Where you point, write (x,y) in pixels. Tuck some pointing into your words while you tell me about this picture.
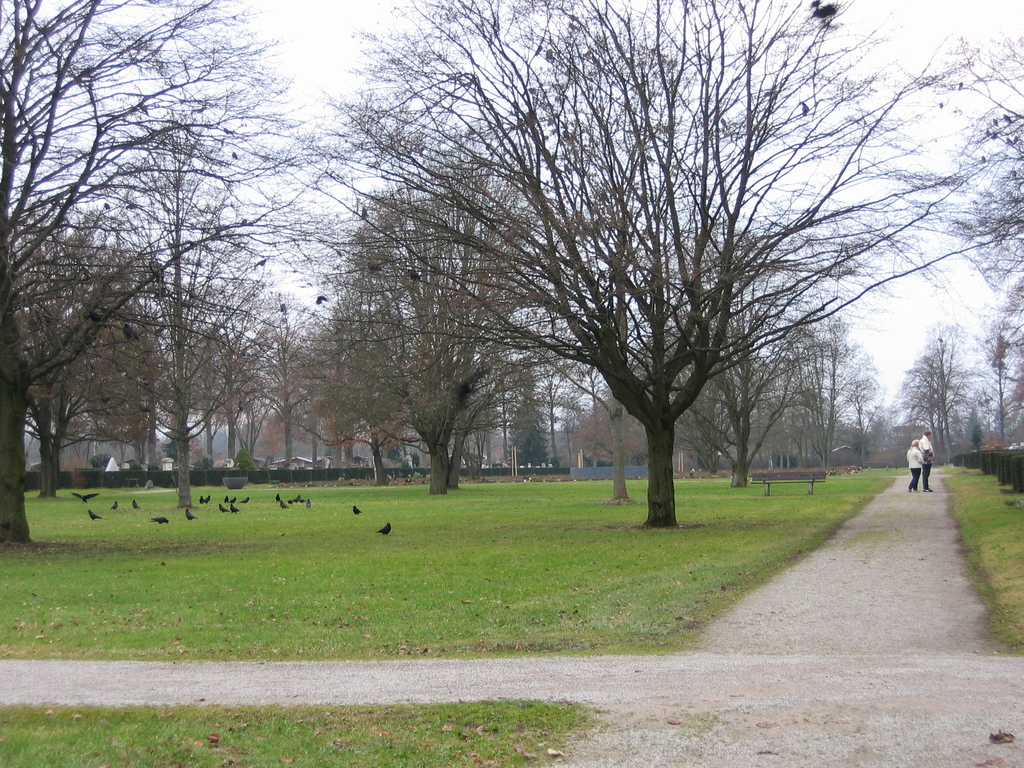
In the foreground of this image (443,734), there is grassland (433,734) and the path (752,705). In the middle (658,383) and the background (504,515), there are trees (439,427), grassland (426,511), birds (167,523) on the grass (112,499) and a bench (804,477). On the right (931,450), there are two people (924,474) standing on the path (926,494), few houses (300,459) in the background (308,461), birds (318,301) on the trees (417,152) and the sky (304,52) at the top (307,47).
